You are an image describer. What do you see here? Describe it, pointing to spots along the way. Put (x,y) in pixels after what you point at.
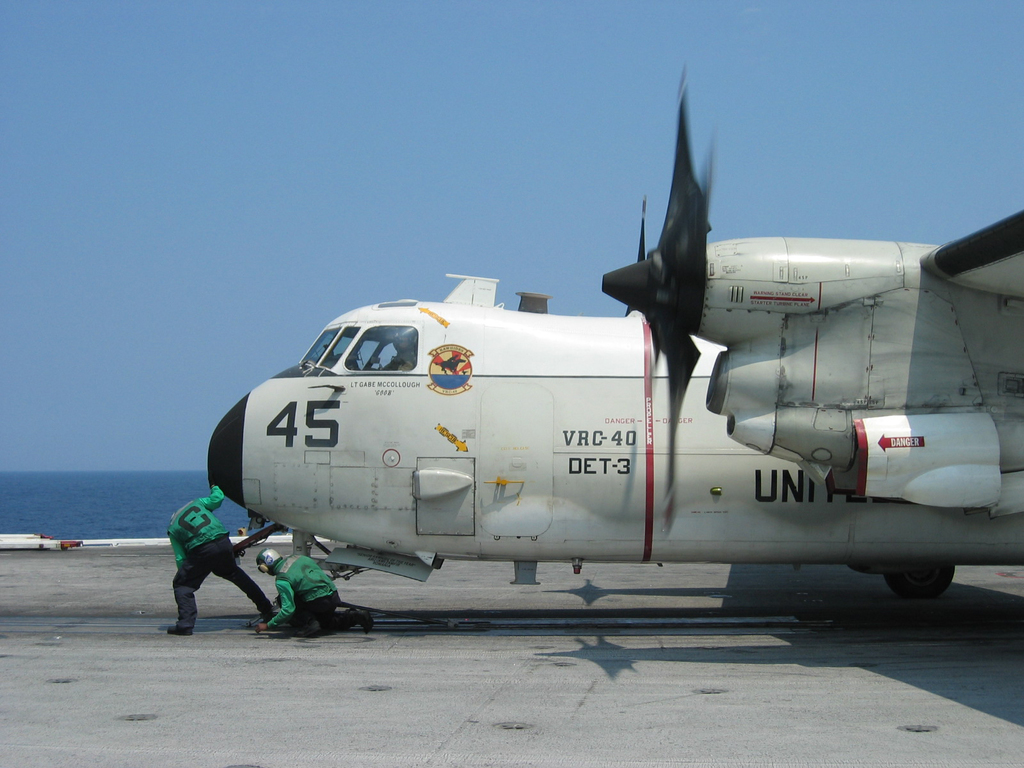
In this picture I can see a propeller plane (420,544) and a human (401,358) sitting in the plane (362,378) and I can see couple of humans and I can see water (68,480) and a blue sky (227,123).
